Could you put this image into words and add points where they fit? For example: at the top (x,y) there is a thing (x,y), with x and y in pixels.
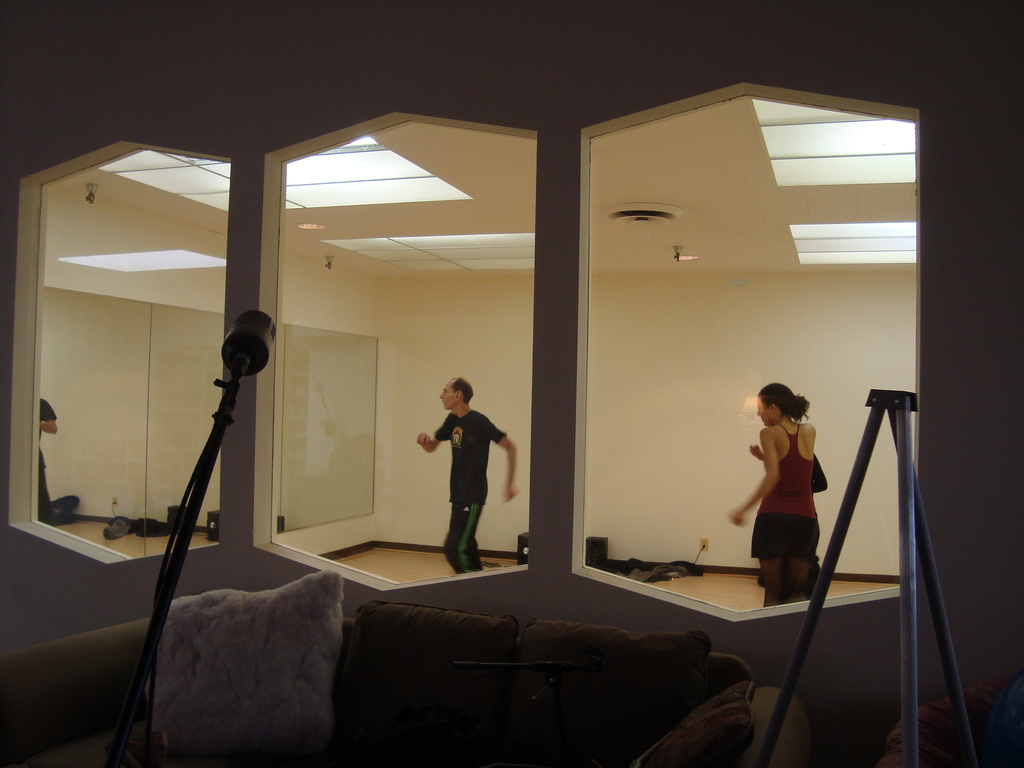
In this image we can see persons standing on the ground (677,581). In the background (495,363) we can see electric lights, walls (410,332) and mirrors (301,352). In the foreground (302,596) we can see sofa set (395,655), tripods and pillows (472,615).
